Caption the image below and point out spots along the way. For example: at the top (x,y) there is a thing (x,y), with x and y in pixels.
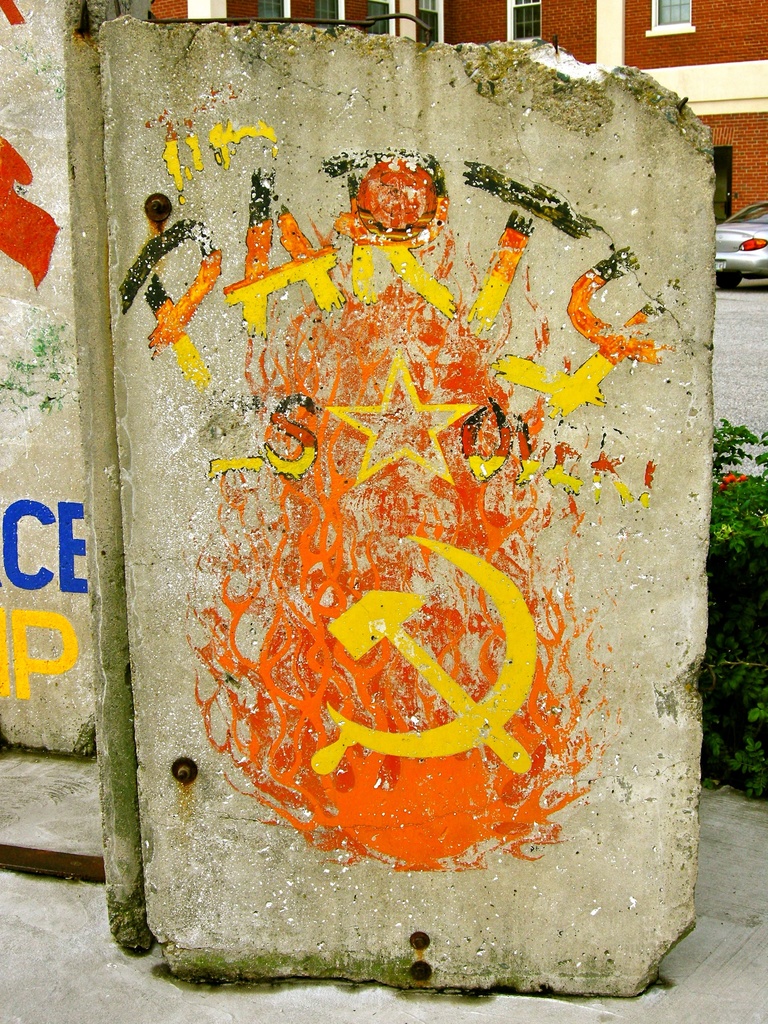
This image consists of a rock (395,264) on which there is a painting (274,472) and a text (248,132). At the bottom (291,985), there is road (34,945). In the background (738,56), we can see a car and a building (602,17). On the right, we can see small plants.
